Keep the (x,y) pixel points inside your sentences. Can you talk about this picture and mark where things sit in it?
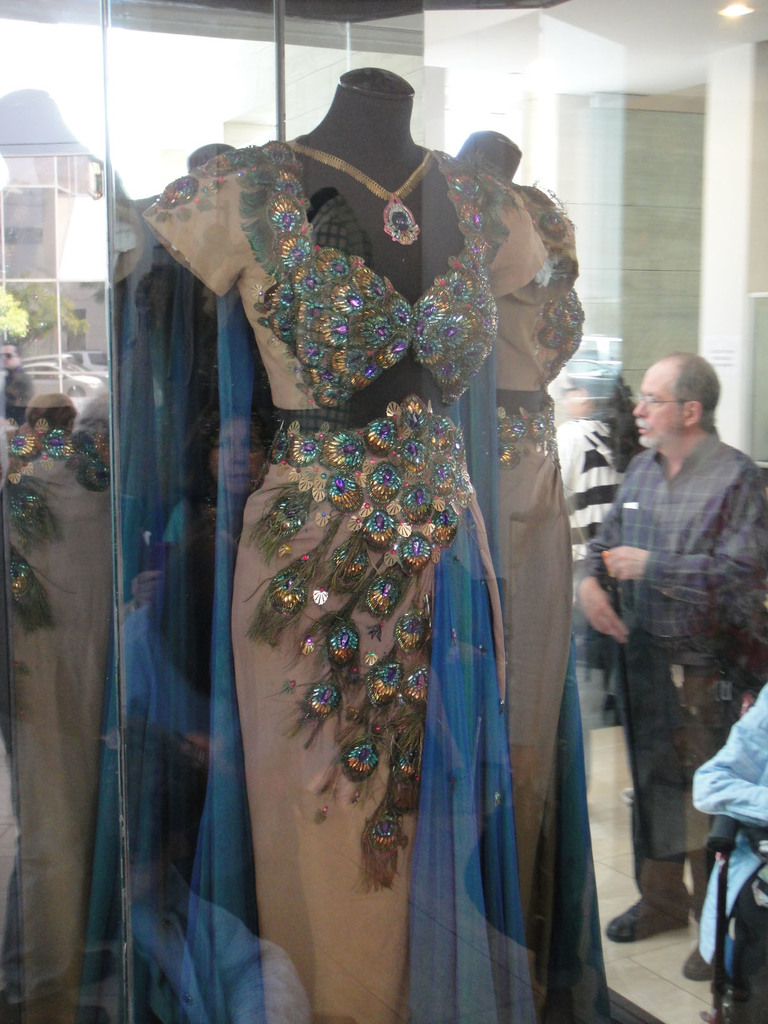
In this image in the front (437,397) there is a statue (368,407) and on the statue (366,393) there is a dress (388,525). In the background (66,382) there are persons (591,514) standing and there are cars (55,381), there are buildings (67,170), trees (55,306).
